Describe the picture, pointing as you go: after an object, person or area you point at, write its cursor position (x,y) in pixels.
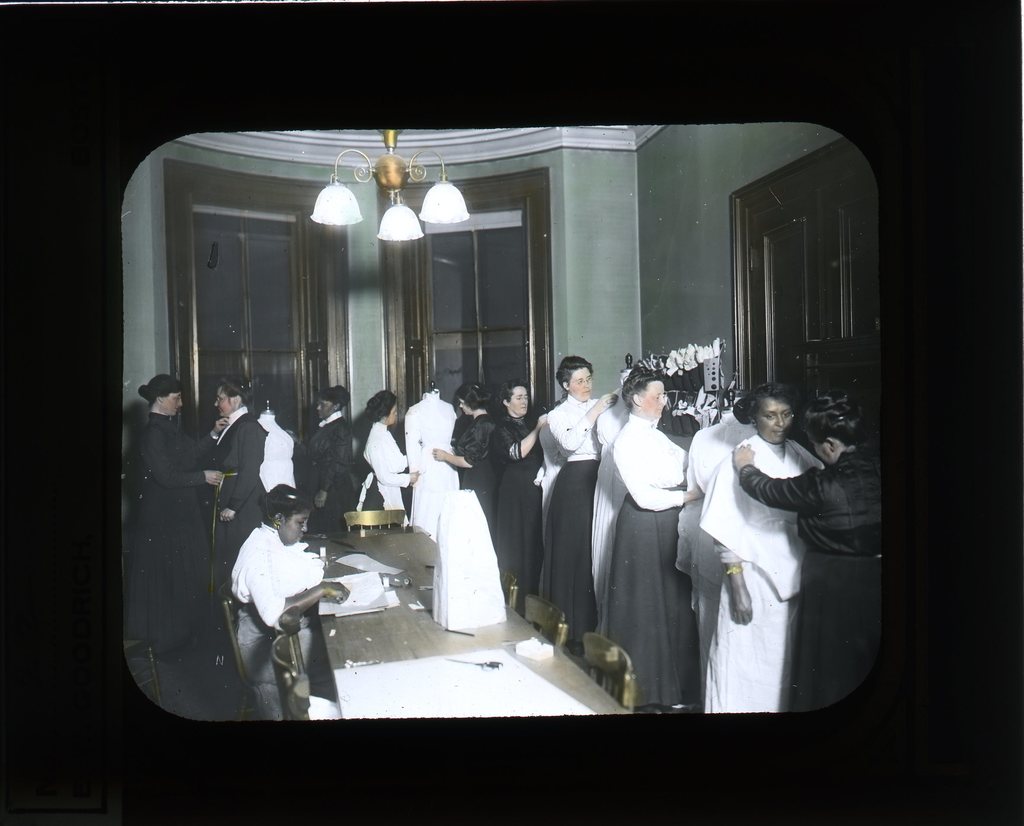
In the picture I can see few women (497,457) wearing white and black color dresses (670,466) and there is a woman (266,581) wearing white dress (266,590) is sitting in a chair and there is a table (338,564) in front of her which has few papers (389,588) and some other objects (476,549) on it.
